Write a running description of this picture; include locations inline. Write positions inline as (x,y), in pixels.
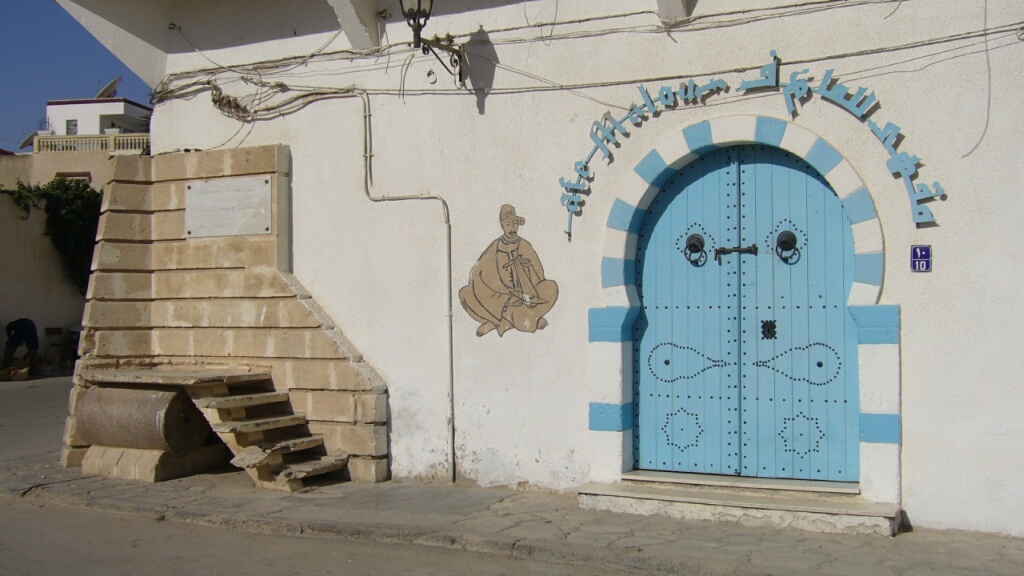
In this image in the front (749,347) there is a door (773,324) which is blue in colour and on the top of the door (738,326) there is some text (786,103) written on it. On the left side (222,378) there are stairs (268,423) and there are leaves (74,221) and there is a wall (39,228) and there is a person (15,338) standing.
